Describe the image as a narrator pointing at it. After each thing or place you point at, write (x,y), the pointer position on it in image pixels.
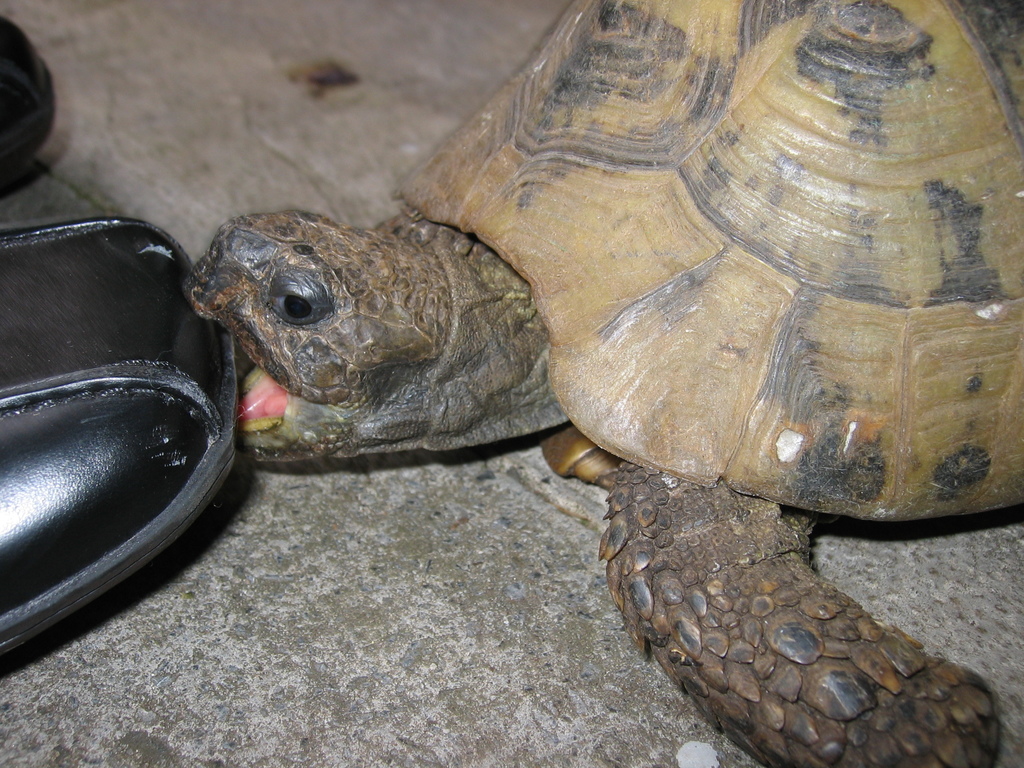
This image is taken outdoors. At the bottom of the image (367,631) there is a floor (185,99). On the right side of the image (758,168) there is a tortoise (340,349) on the ground (516,29) and it is biting a shoe (222,350). On the left side of the image (90,451) there are two shoes (55,537) on the floor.
